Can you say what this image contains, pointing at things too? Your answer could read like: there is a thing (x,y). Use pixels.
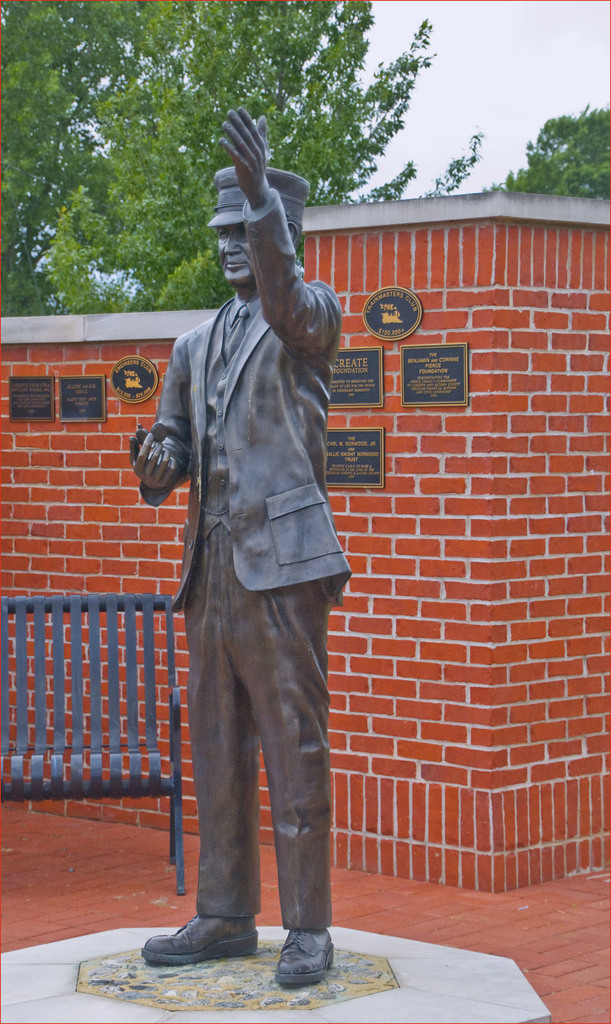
In this picture there is statue (250,559) in the center (212,585). In the background (134,755) there is an empty bench (117,759) and there is a wall (176,496). On the wall (38,472) there are frames (383,394) with some text (367,454) written on it and there are trees (556,151) and the sky (492,82) is cloudy.
